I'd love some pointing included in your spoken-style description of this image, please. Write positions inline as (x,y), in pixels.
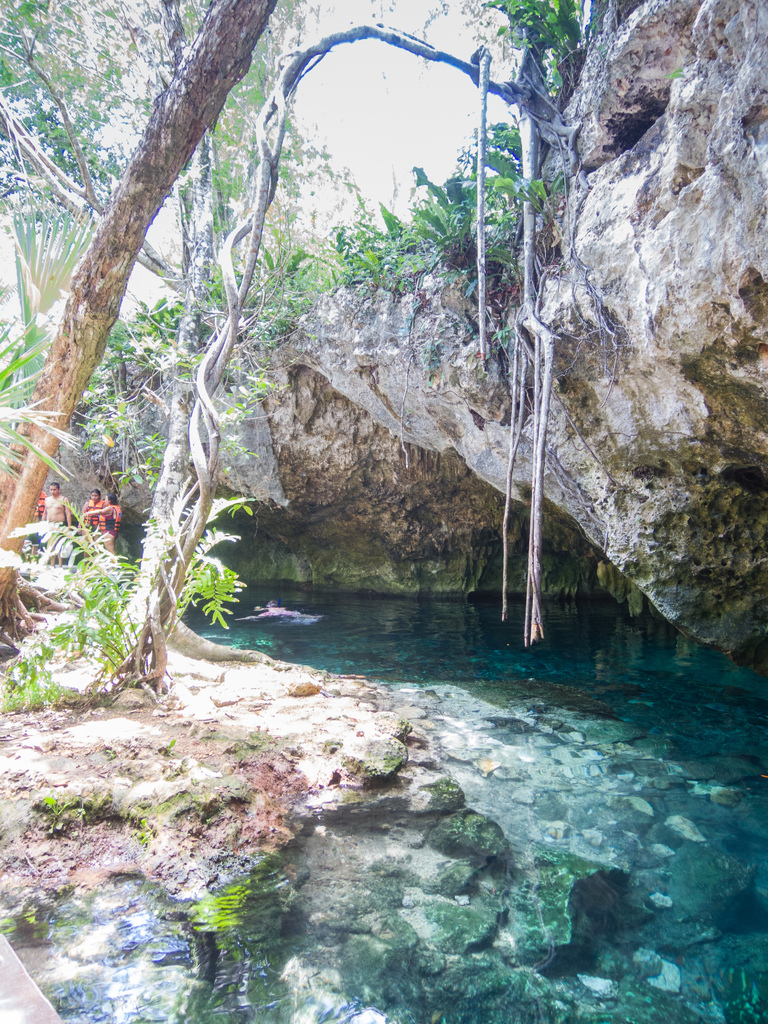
At the bottom (534,881) there is a water (621,624) and stone (274,758) visible. In the left (252,31) tree (259,111) is visible. In the middle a sky (379,121) visible. On the right (546,159) a mountain (351,427) is visible and grass (342,244) visible. In the left middle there are group of people (99,515) standing on the ground (70,600) and few are swimming. This image is taken during day time.
